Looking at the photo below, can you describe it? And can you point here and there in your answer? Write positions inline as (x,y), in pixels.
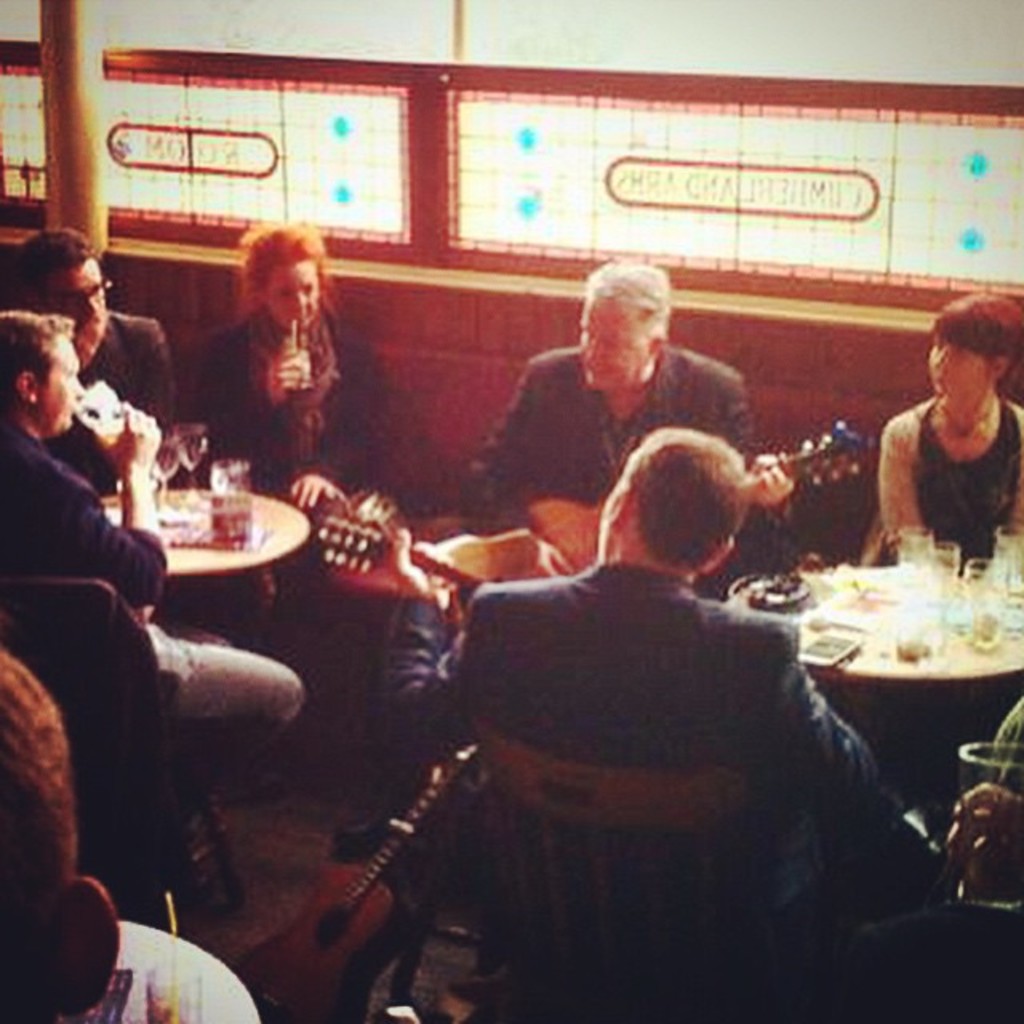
In this image I can see number of people (89,320) are sitting on chairs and few people (582,669) are holding guitars (487,576). On this table (807,625) I can see few glasses (910,626).
